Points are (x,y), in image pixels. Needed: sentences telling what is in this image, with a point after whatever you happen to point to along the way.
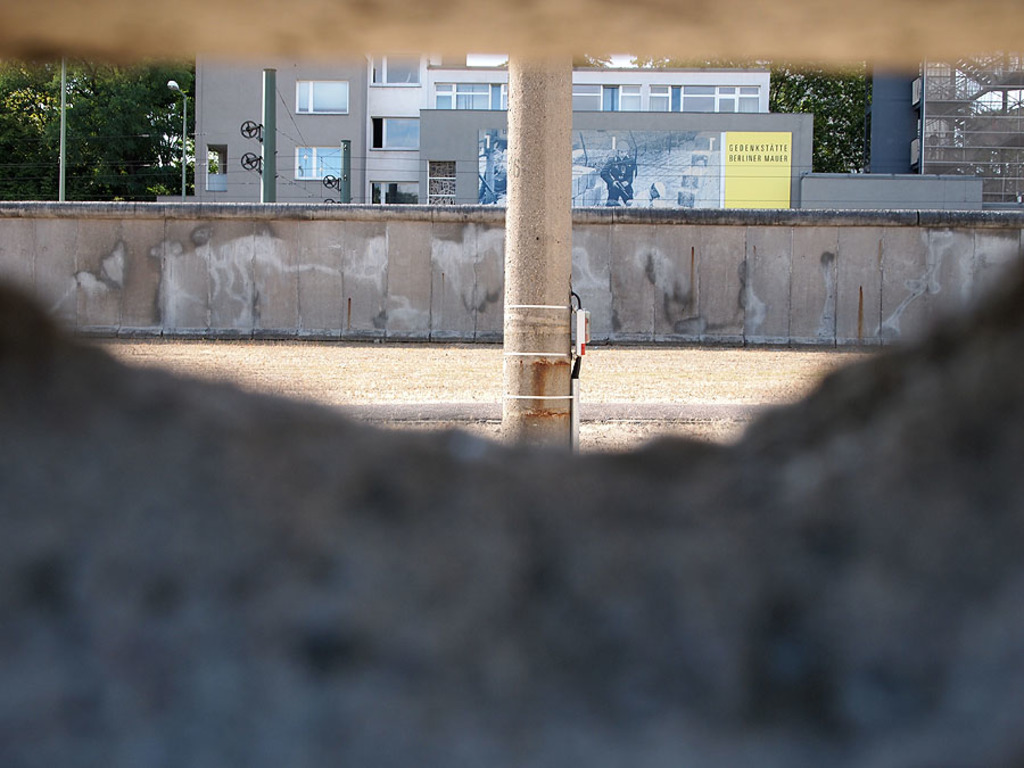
In this image we can see a hole (723,352). Through the hole (591,185) we can see a pillar (508,315), wall (378,293). In the back (621,128) there is a building (298,96) with windows (490,103). On the building (242,107) there is a banner (676,179). In the background (126,103) there are trees (140,88). Also there is a light pole (185,99).
